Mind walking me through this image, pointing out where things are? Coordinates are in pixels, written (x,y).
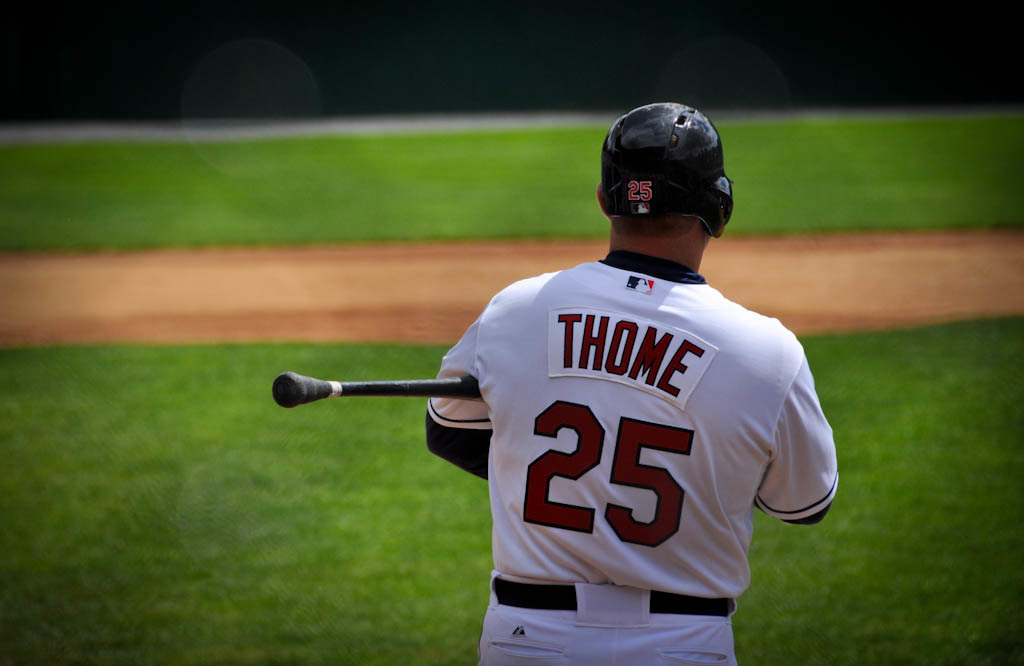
In this picture I can see a man (582,439) is wearing helmet (667,182) and white color dress (617,439) and holding a black color stick (443,390). In the background (408,237) I can see grass (300,206).
